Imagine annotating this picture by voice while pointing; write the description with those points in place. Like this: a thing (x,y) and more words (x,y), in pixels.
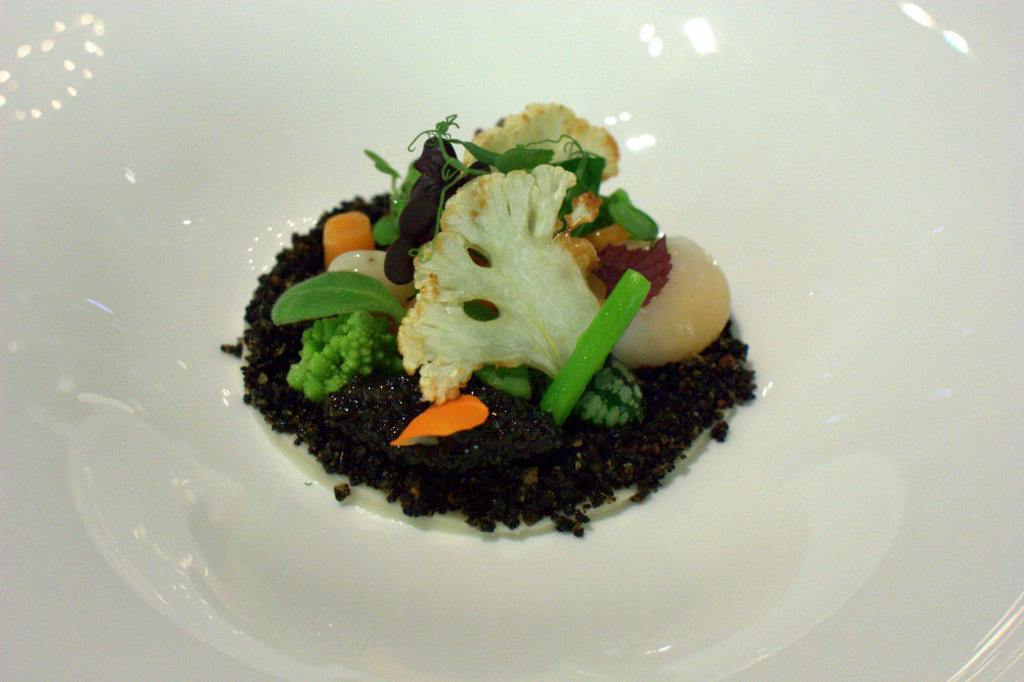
In the image we can see a bowl (35,376), white in color. In the bowl (494,634) we can see there is a food item (458,399).
